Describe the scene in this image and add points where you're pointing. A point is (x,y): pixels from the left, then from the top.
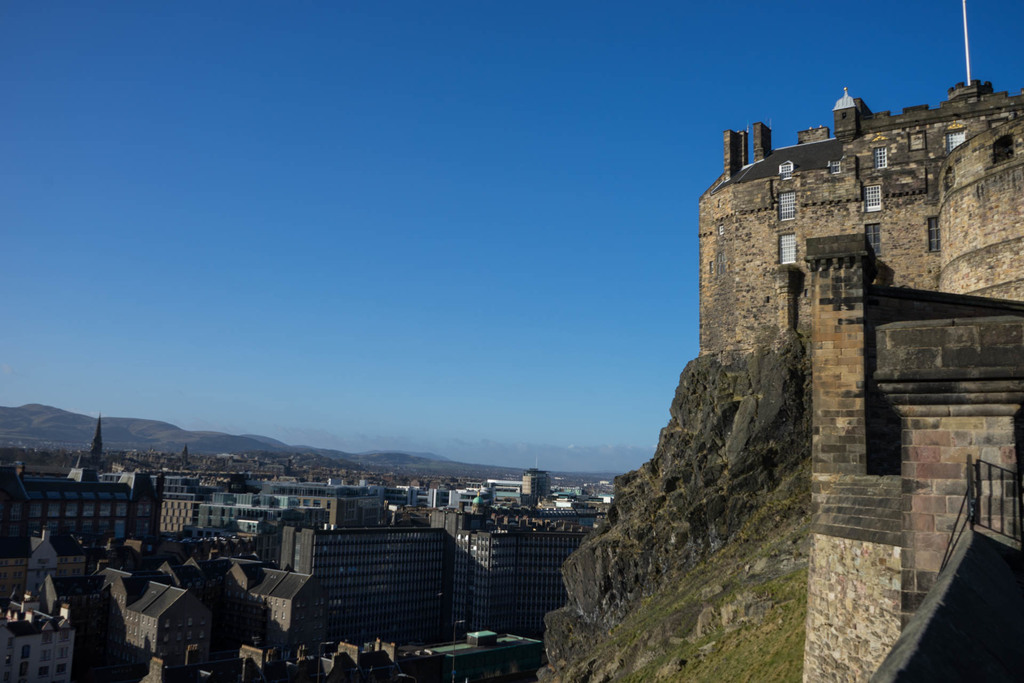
In the right of the image (801,333) there is a monument (833,265) on the hill (756,447). In the left (144,488) there are many buildings (364,479) and some towers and also hills (146,440). Sky (539,443) is visible at the top (489,188).
